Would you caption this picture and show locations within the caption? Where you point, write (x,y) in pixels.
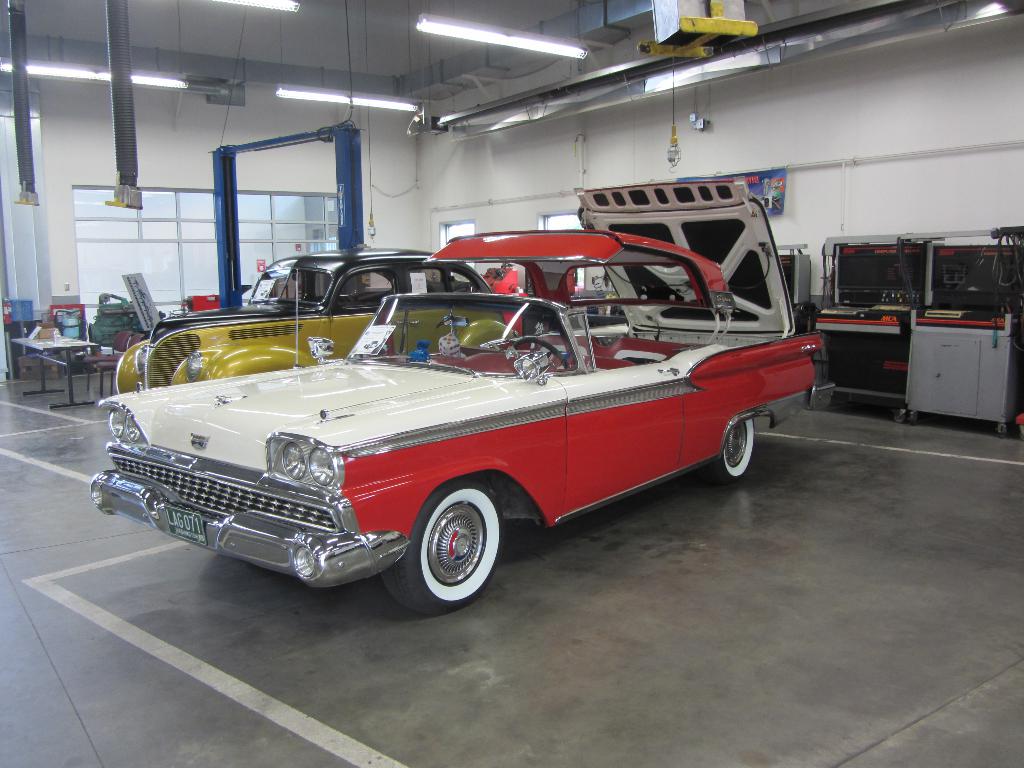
In this image I can see the vehicles (459,382). To the left (75,345) there is table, chairs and some of the objects (152,311).
